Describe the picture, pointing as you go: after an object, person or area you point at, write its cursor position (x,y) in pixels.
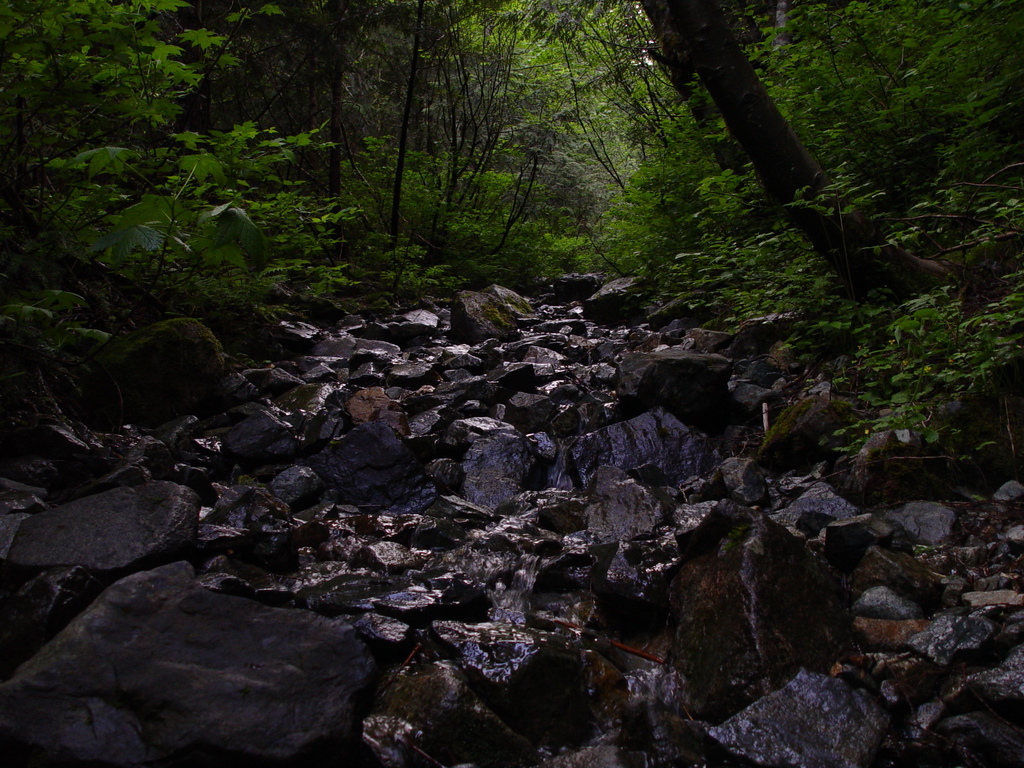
In the foreground of the picture (681,471) there are plants (946,327) and stones (415,416). In the background (526,82) we can see trees (617,173) and plants (444,172). The picture might be taken in a forest (334,296).
